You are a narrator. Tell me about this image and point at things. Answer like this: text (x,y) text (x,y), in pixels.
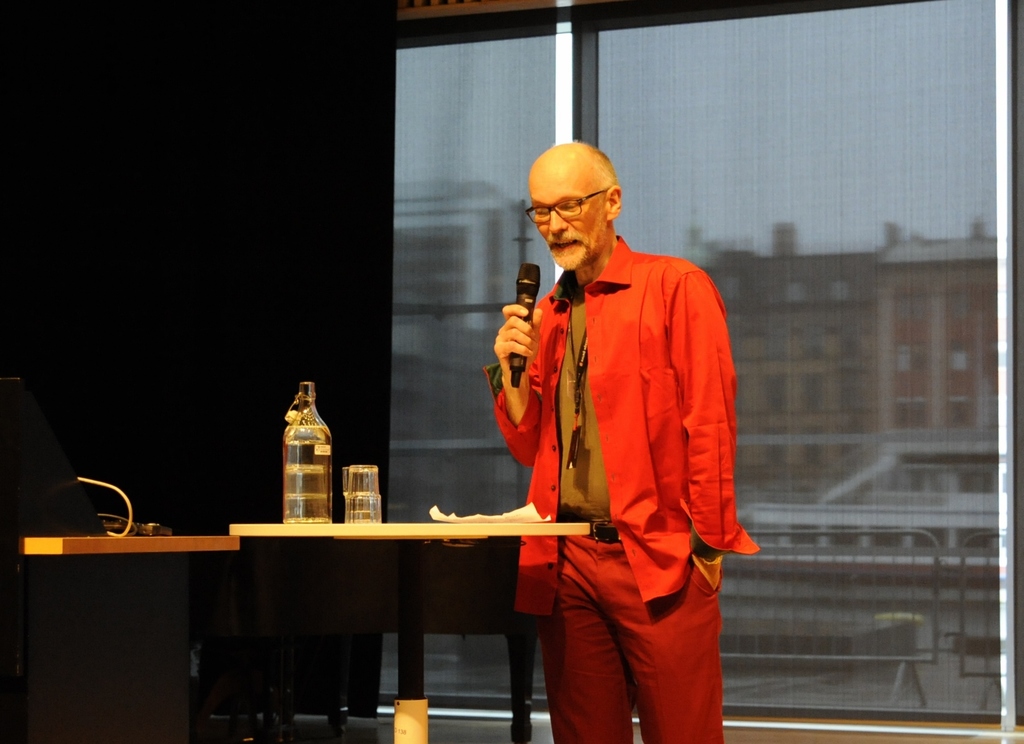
This old man (626,464) wore red suit (617,334), spectacles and holding mic (532,306). On this screen (823,275) we can able to see rain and buildings (840,402). On this table (389,531) there is a bottle (315,497), glasses (363,506) and papers (514,521).
